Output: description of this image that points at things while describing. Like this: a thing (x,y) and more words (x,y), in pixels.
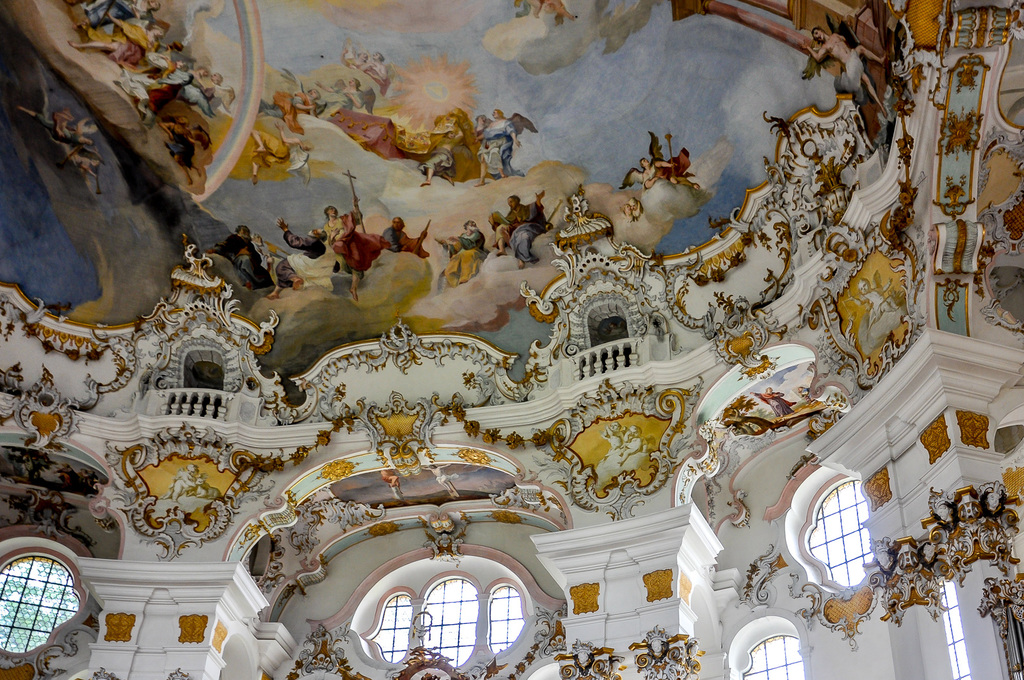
At the bottom of the picture (303,477), we see a white wall (284,476) and a white pillar (163,594). We see the stone carved statues (667,635) placed on the wall (789,610). We see the windows (512,608). In the middle (587,422), we see the paintings (660,435) on the wall (799,299). At the top (306,86), we see a wall (452,310) on which the paintings (437,223) of the men (239,236) and angels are drawn. In the background (391,206), it is blue in color. This picture is clicked inside the hall (448,447).
